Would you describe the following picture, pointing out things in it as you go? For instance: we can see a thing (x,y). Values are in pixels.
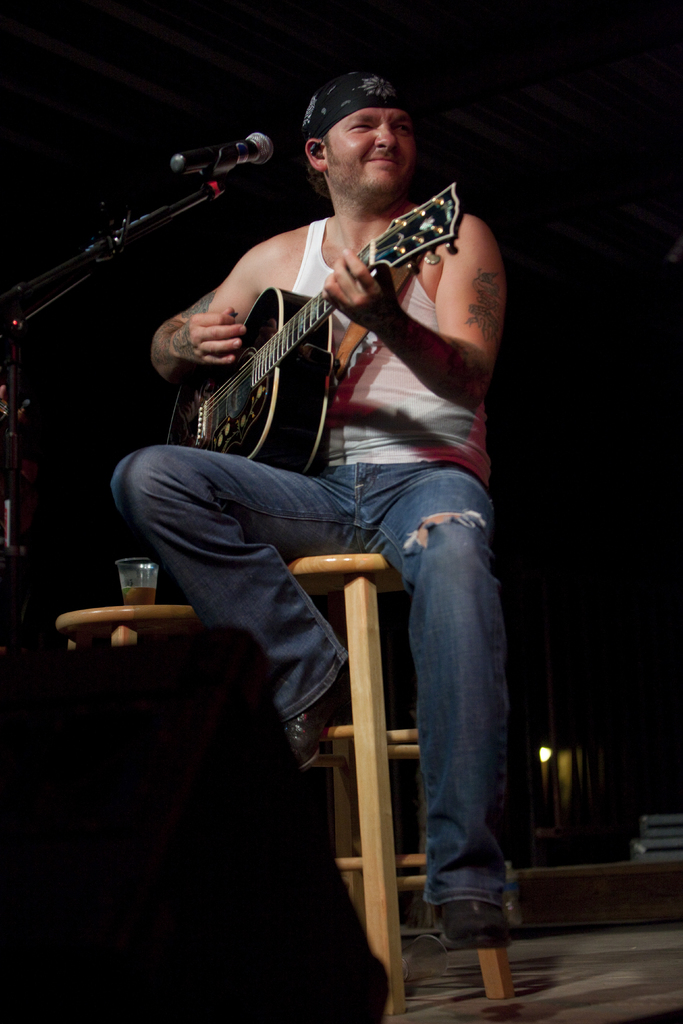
In the center (318,495) we can see one person (277,475) is sitting on the stool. And he is playing guitar (192,391) and he is smiling which we can see on his face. And in front of him there is a microphone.
